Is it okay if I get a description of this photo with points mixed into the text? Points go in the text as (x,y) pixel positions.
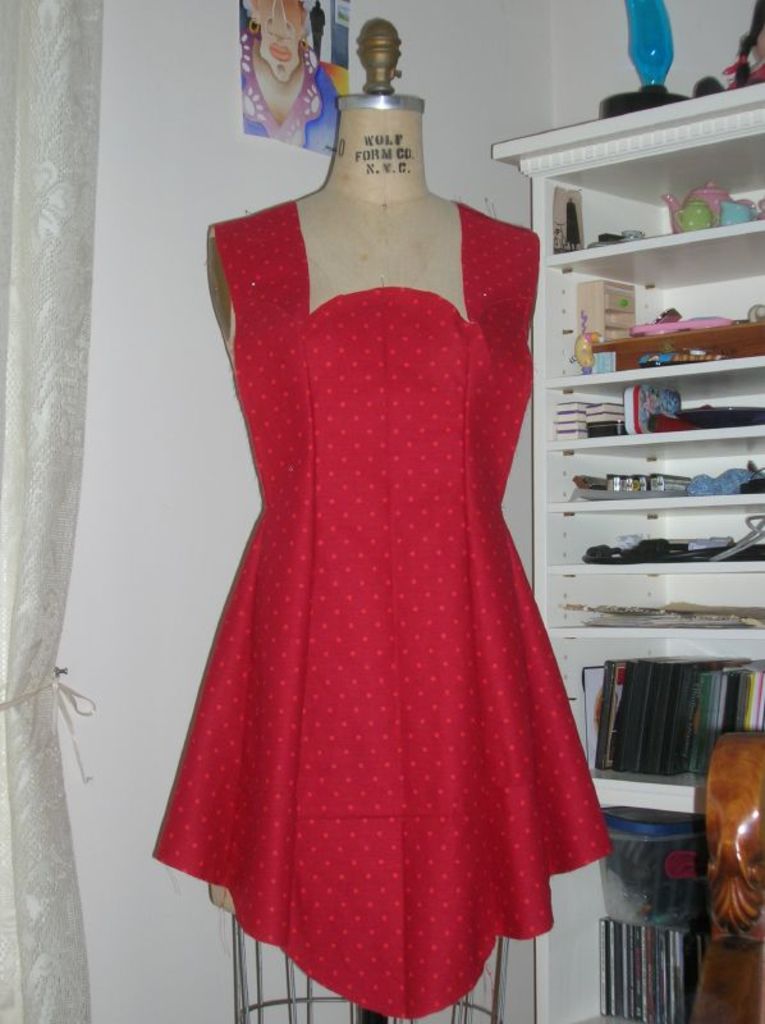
This picture is clicked inside the room (433,98). On the left corner (89,277) there is a white color curtain (36,552). In the center (464,420) there is a mannequin (384,218) wearing red color dress (449,558). In the background (290,32) there is a poster (333,93) on the wall (159,34) and a white color cabinet (593,782) containing books (734,714), cups (764,211), kettle (703,197) and many other objects (637,823).
